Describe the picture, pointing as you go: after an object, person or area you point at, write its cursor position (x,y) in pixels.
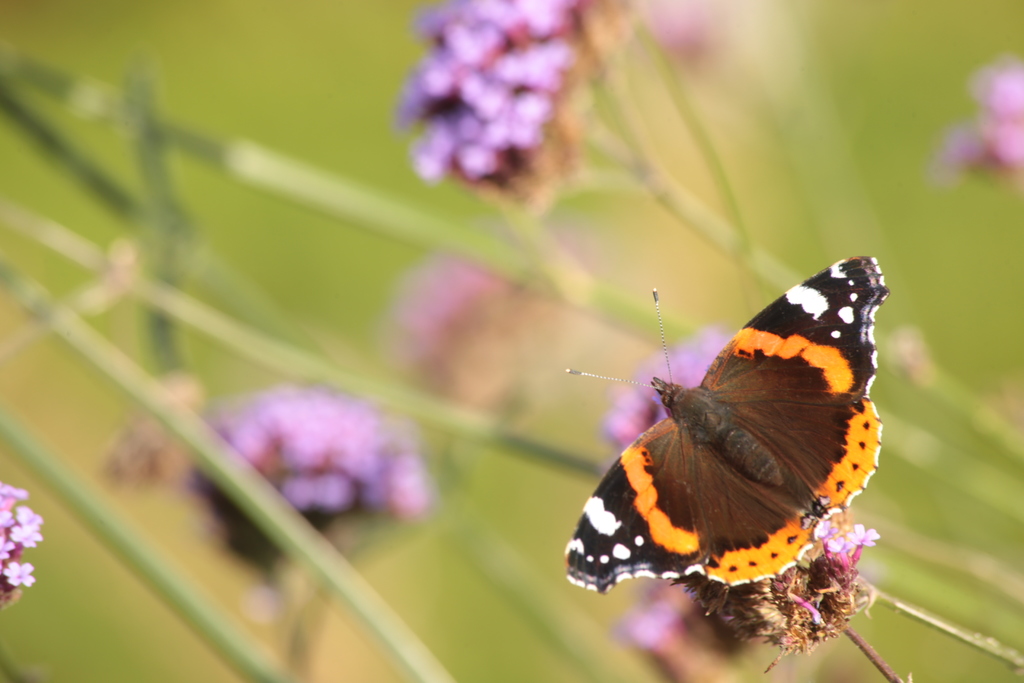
Here we can see a butterfly (779,487) near this flowers (819,553). Background (298,419) it is blur. We can see flowers (311,434) and stems (466,232).
